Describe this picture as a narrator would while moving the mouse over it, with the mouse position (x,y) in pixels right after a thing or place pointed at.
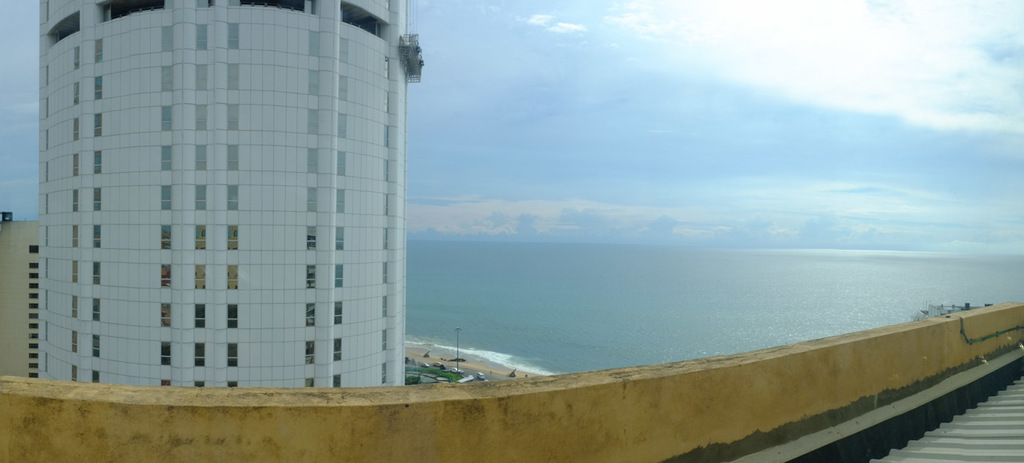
In front of the image there is a concrete fence (927,393). In the background of the image (389,284) there are buildings (965,305), plants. There are vehicles (452,372) on the road (496,374). There is a pole (457,355). There is water (691,277). At the top of the image (841,142) there are clouds (988,9) in the sky (586,137).
